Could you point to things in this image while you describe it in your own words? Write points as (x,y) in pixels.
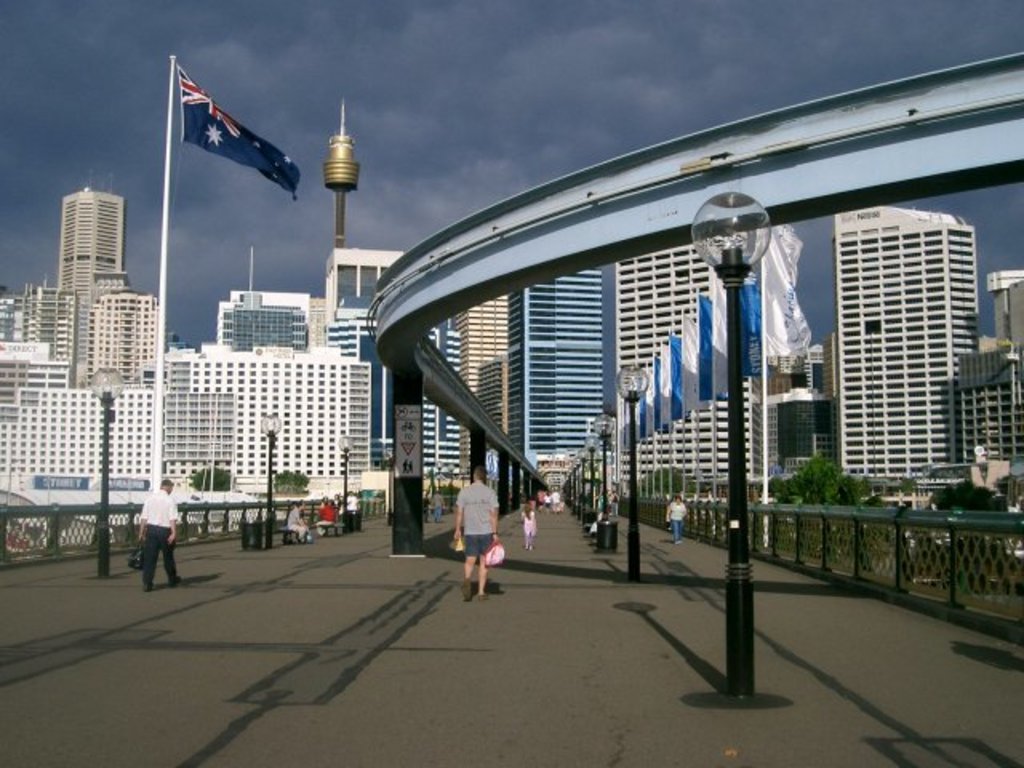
In the image we can see there are buildings (961,427) and there are even people (157,533) walking, they are wearing clothes (478,544) and some of them are carrying bags (500,559). Here we can see the bench (287,542) and people (300,523) are sitting on the bench (293,542). Here we can see light poles (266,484) and flags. Here we can see the road (571,665), fence (896,577) and the cloudy sky (457,154).
